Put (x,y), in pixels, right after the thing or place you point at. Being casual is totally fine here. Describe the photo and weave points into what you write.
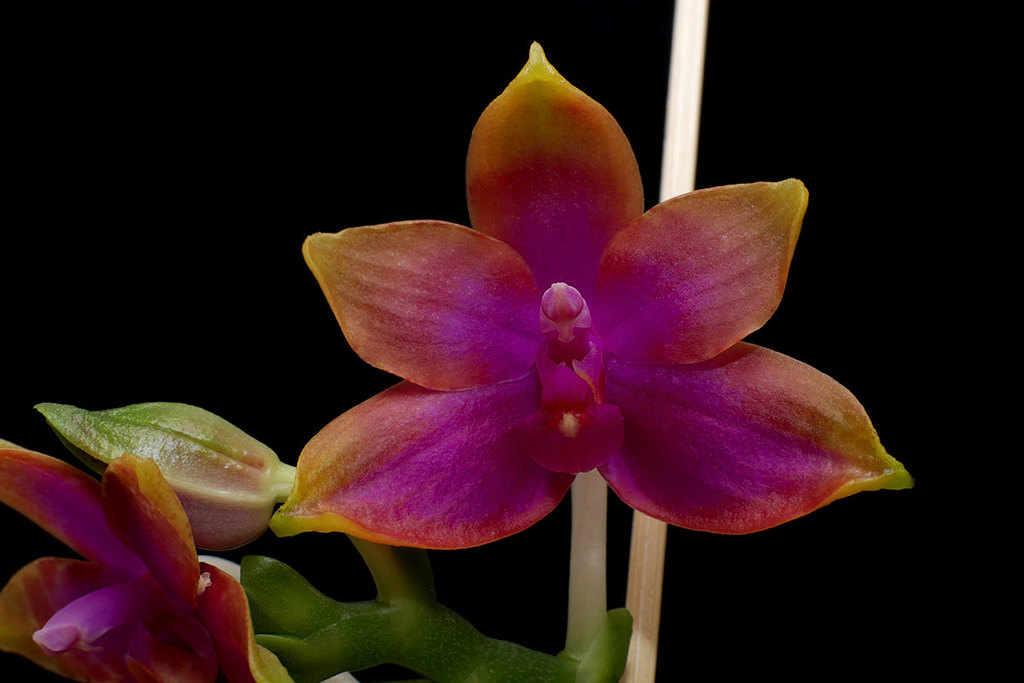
In this image I see 2 flowers (571,197) which are of yellow, orange and pink in color and I see the bud (189,455) over here and I see the stems (499,657) and I see that it is dark in the background (73,242).
